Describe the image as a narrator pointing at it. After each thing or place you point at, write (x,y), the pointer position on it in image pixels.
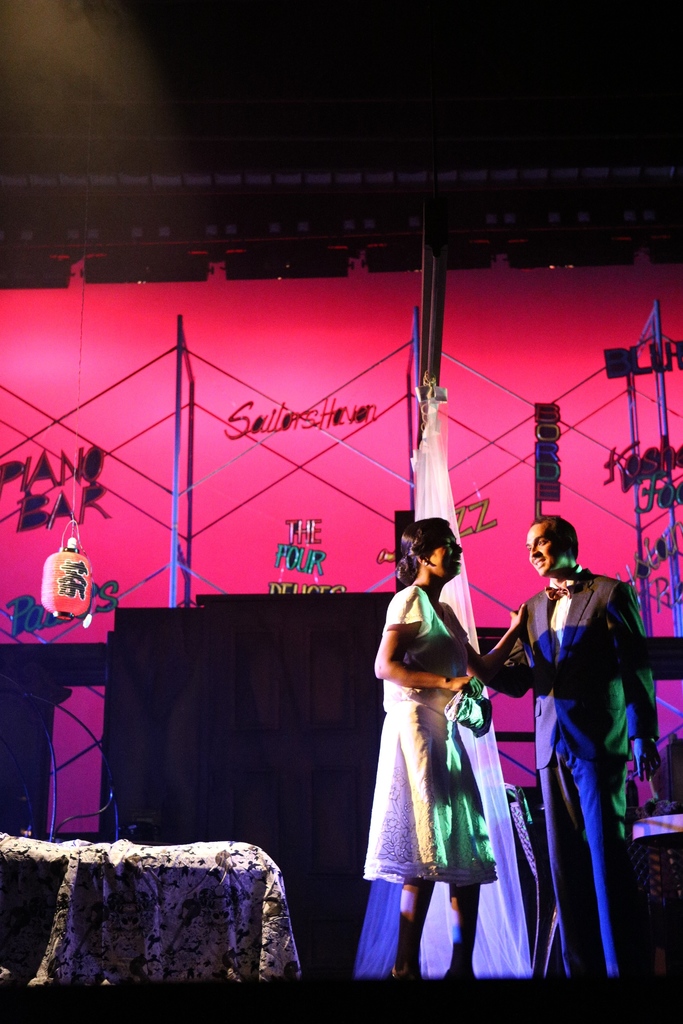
In this image I can see two persons (525,632) standing. The person (422,643) at left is wearing white color dress (440,738). In the background (122,446) I can see few poles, lights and few objects (361,417).
